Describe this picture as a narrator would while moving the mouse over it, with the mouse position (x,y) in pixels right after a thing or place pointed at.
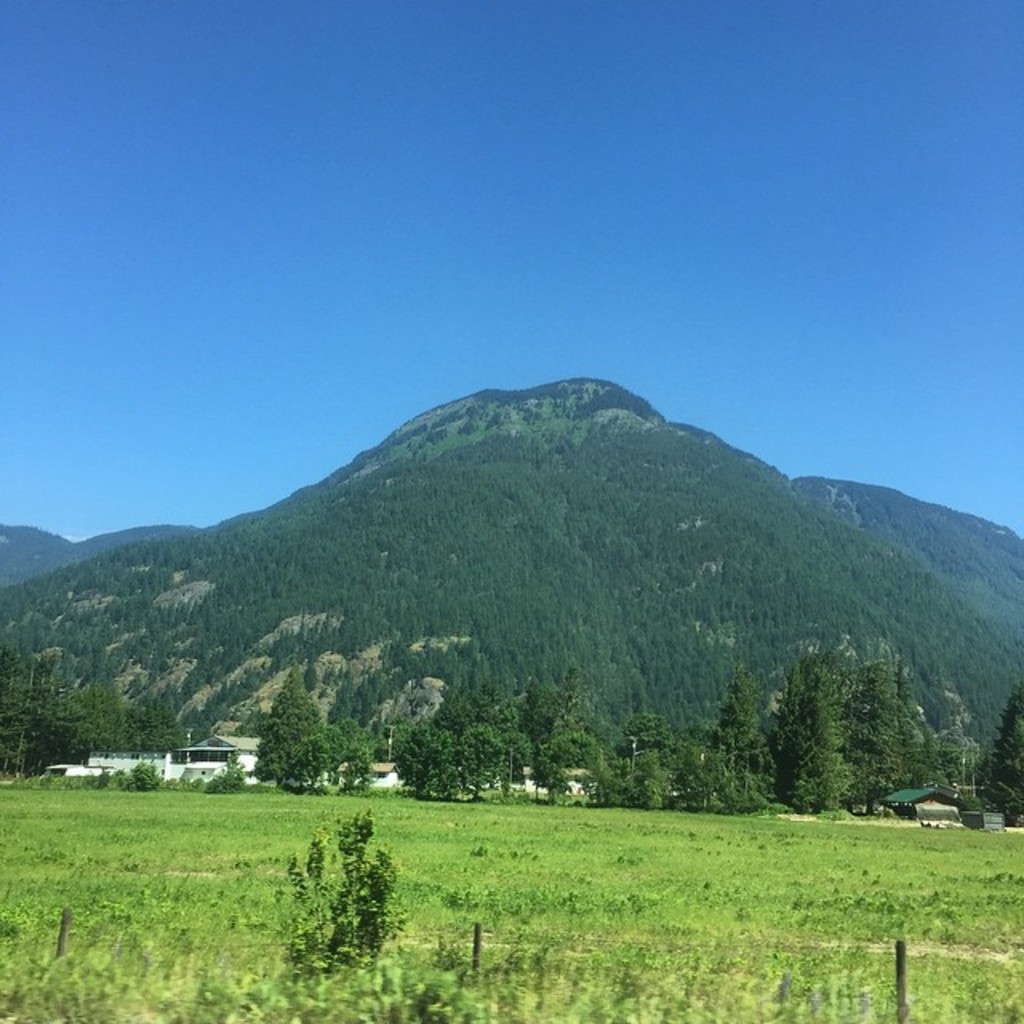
In this picture I can observe grass (443,874) and trees (419,741) on the land (449,862). In the background (552,578) there are hills (611,483) and sky (433,236).
